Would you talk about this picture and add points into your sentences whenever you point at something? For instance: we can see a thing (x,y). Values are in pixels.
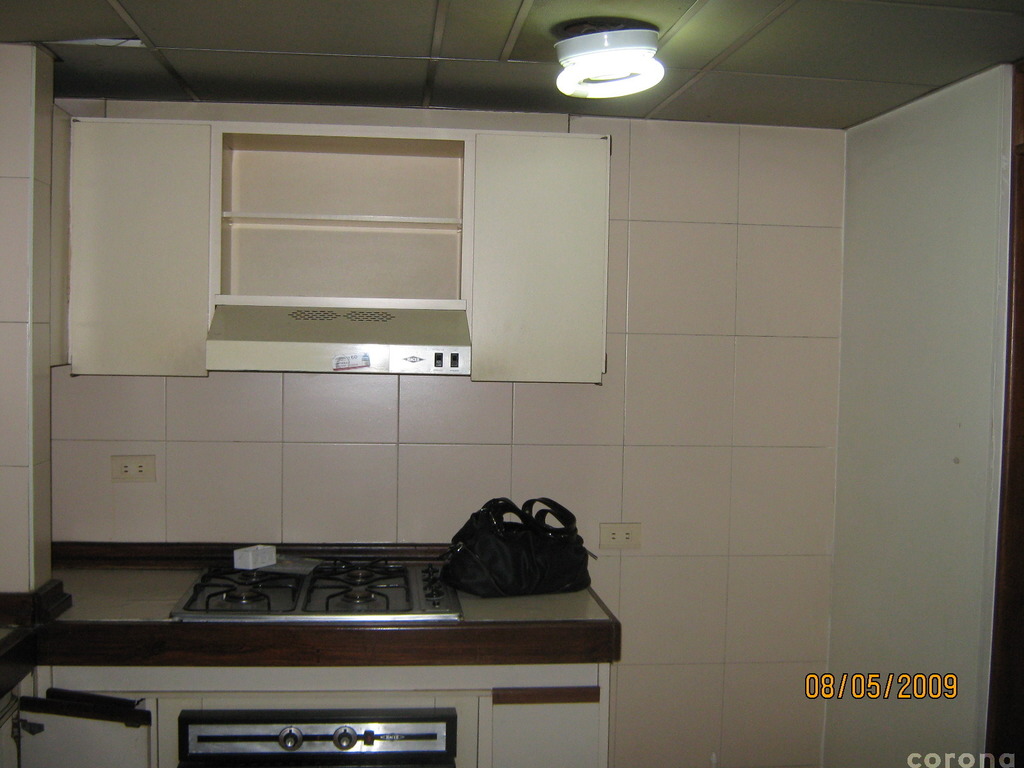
This is the image of a kitchen (836,663) where we have chimney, stove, bag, oven (213,722), light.
